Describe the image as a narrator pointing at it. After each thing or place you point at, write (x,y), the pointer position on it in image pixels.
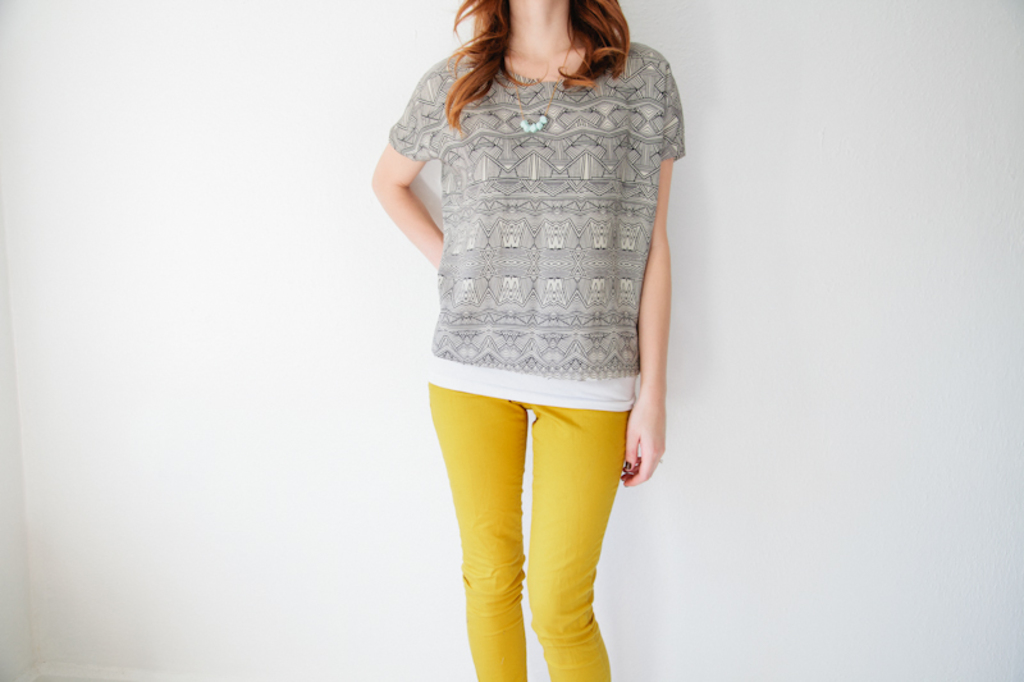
This is the picture of a top (437,325) and a yellow pant (543,509) to the lady (509,402).
